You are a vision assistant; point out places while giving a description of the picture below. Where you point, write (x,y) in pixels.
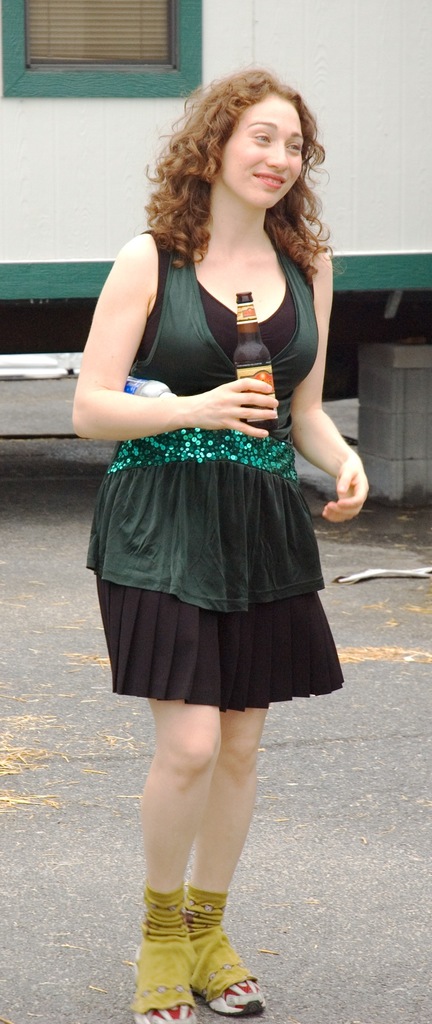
In the image we can see there is a woman (254,250) who is standing and holding a beer bottle (242,373) in her hand (254,435) and she is wearing a green colour dress (194,564).
